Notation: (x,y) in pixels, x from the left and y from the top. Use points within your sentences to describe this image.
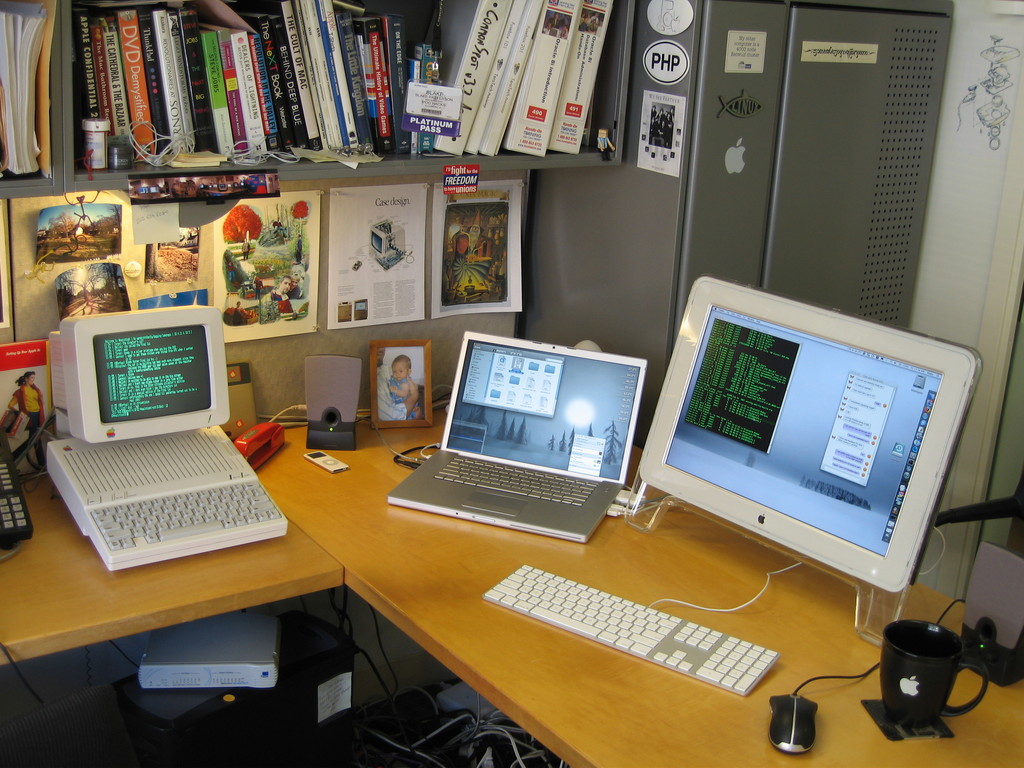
This is the wooden table (452,594) with a monitor (812,494), key board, mouse (793,720), laptop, computer (197,455), speaker (321,424), photo frame (418,418), a cup (915,718) and some objects (274,449) placed on it. These are the papers (372,270) attached to the wall (427,260). These are the book (266,100) arranged in an order and placed inside the rack (63,130). This is some object (788,198) which is grey in color. I can see apple logo (736,169) here. This is the CPU (200,729) and some electronic devices (270,688) placed under the table (434,572).
